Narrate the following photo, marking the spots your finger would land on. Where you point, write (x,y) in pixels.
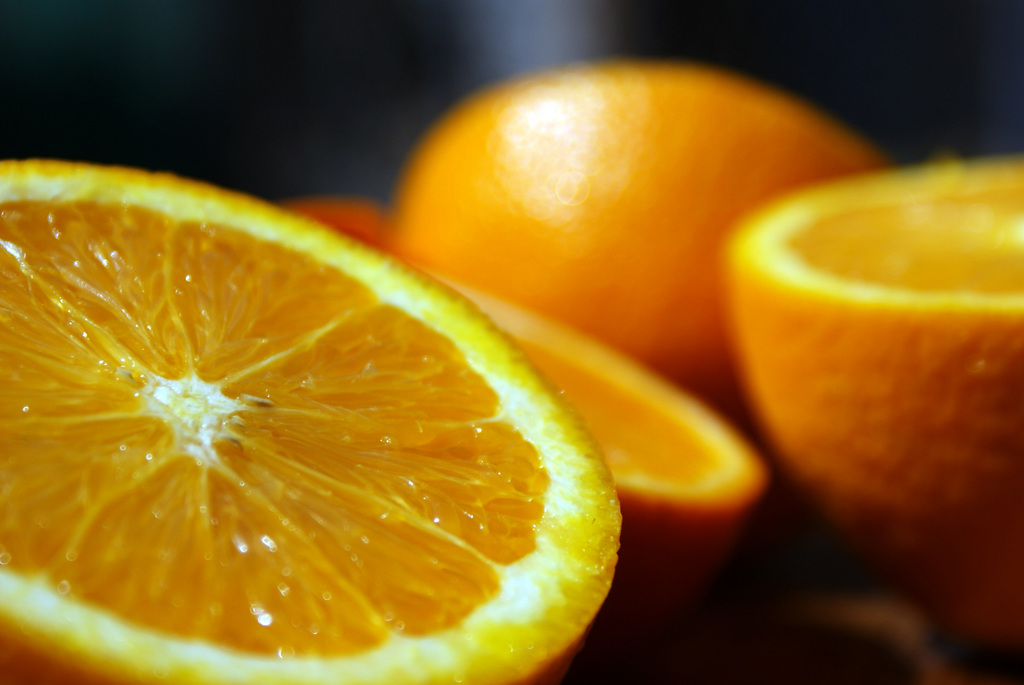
In this image we can see that there are orange pieces (345,357). The orange (311,403) is cut into two pieces (440,501).
